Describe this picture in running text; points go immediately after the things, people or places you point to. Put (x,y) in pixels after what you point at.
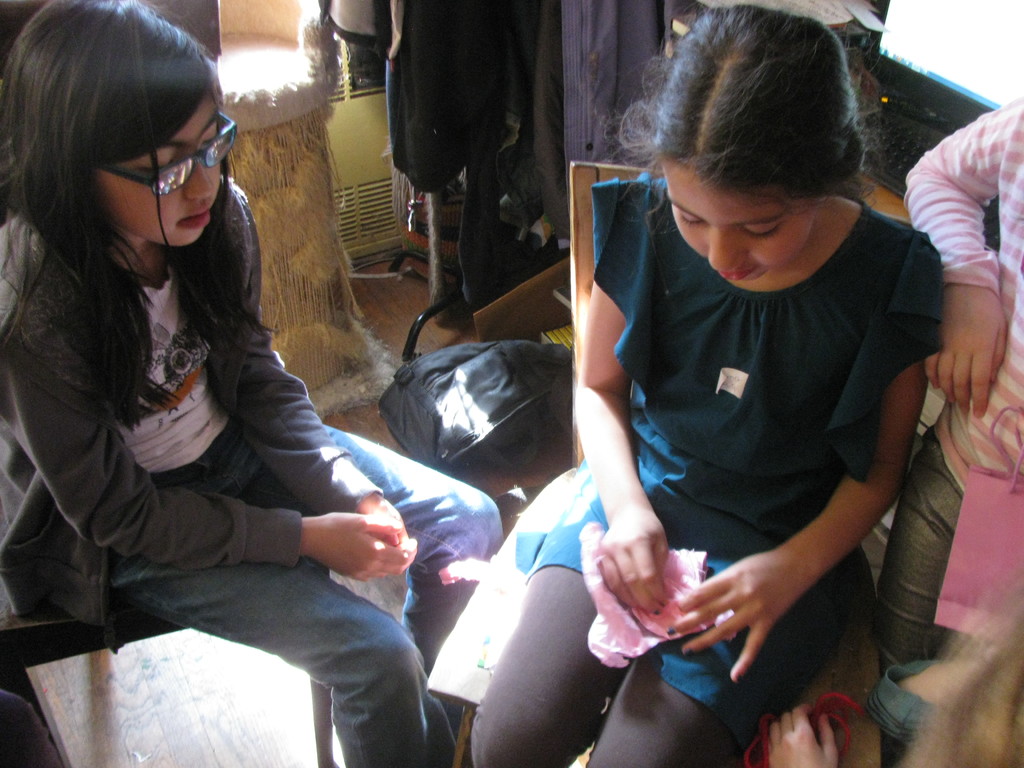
In this image I can see girls (548,527) among them two girls (604,391) are sitting on chairs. In the background (393,231) I can see a screen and other objects (496,208) on the floor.
